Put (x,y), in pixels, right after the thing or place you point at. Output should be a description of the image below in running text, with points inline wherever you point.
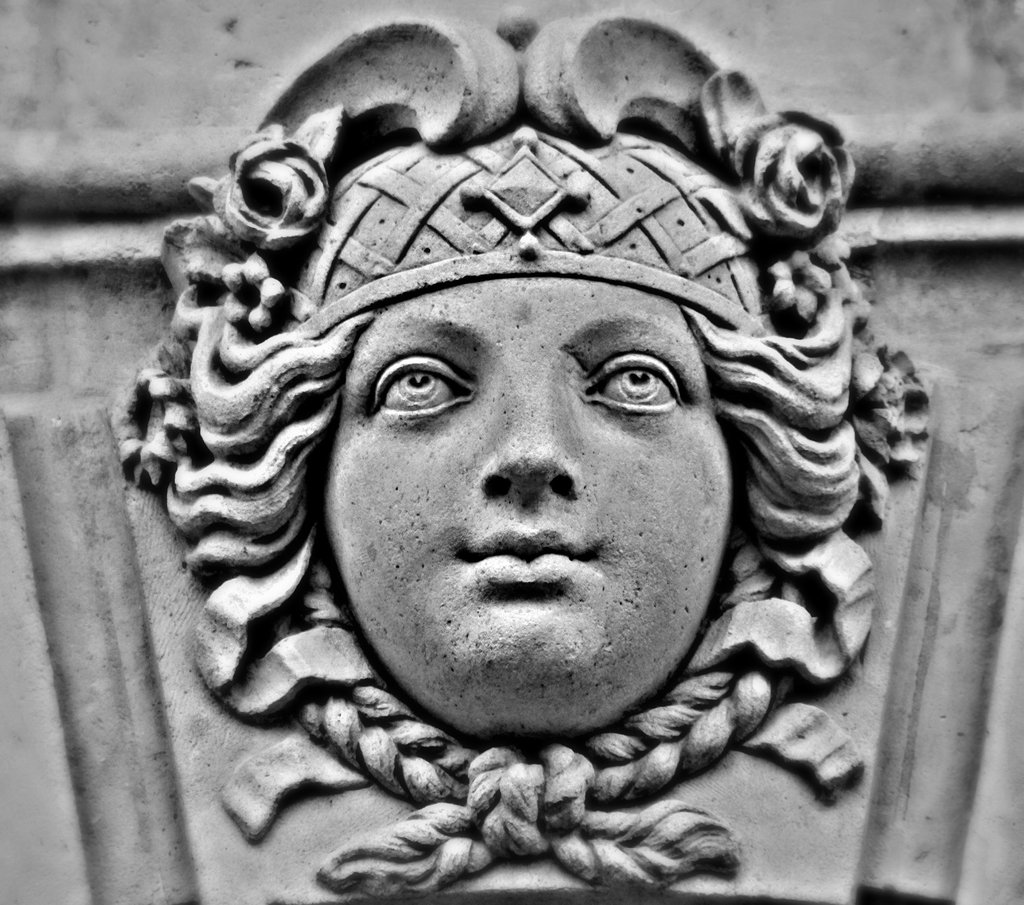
In this picture I can see a sculpture (210,481), this image is in black and white color.
